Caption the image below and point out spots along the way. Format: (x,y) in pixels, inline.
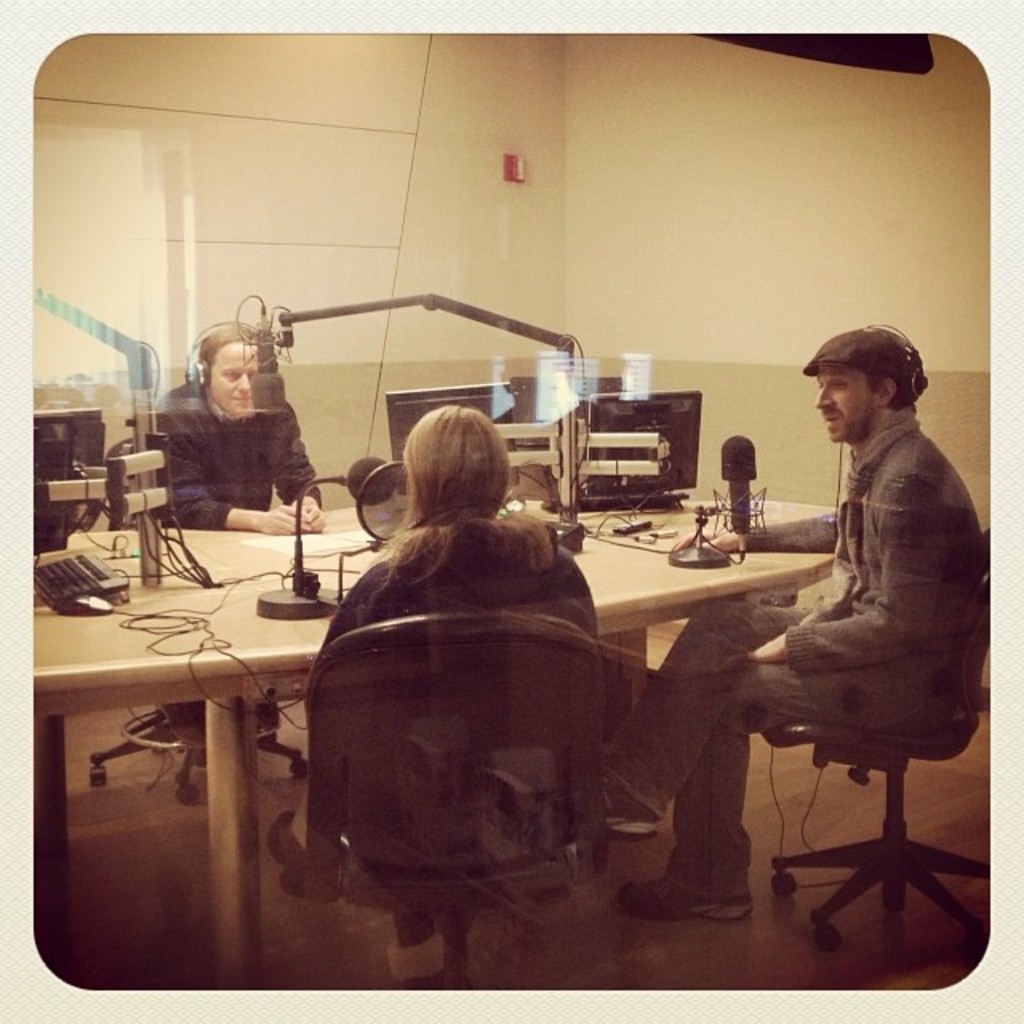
In the picture we can find three people (717,618) are sitting on a chairs (561,618) near to the table (643,601). On the table (681,598) we can find a wires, some instruments (616,479), one person (283,430) is wearing a headset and speaking in microphone (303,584). In the background (820,454) we can see a wall (806,452).
